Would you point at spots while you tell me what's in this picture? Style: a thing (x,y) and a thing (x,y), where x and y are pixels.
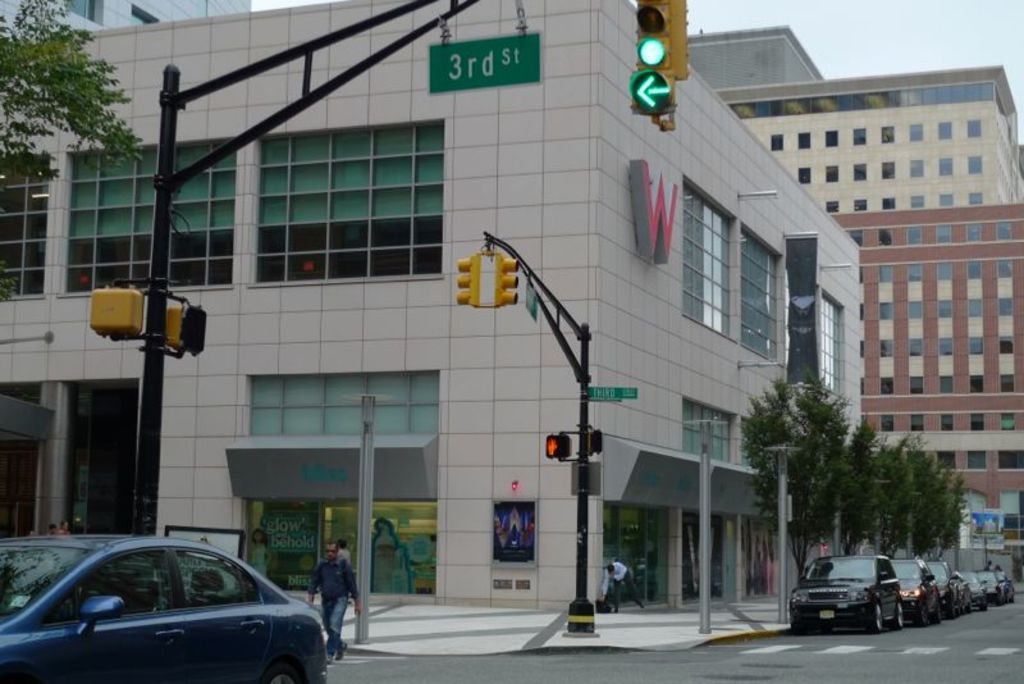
In this image in the center (435,362) there are buildings (294,360), and we could see some poles (173,82) and traffic signals (646,41) and some boards (224,530), and also there are some people (329,573), trees (746,452), poles (781,528), vehicles (923,578). And at the bottom (968,655) there is road (978,640), and in the background (996,527) there are some boards (979,528). At the top of the image (906,32) there is sky (690,26).
